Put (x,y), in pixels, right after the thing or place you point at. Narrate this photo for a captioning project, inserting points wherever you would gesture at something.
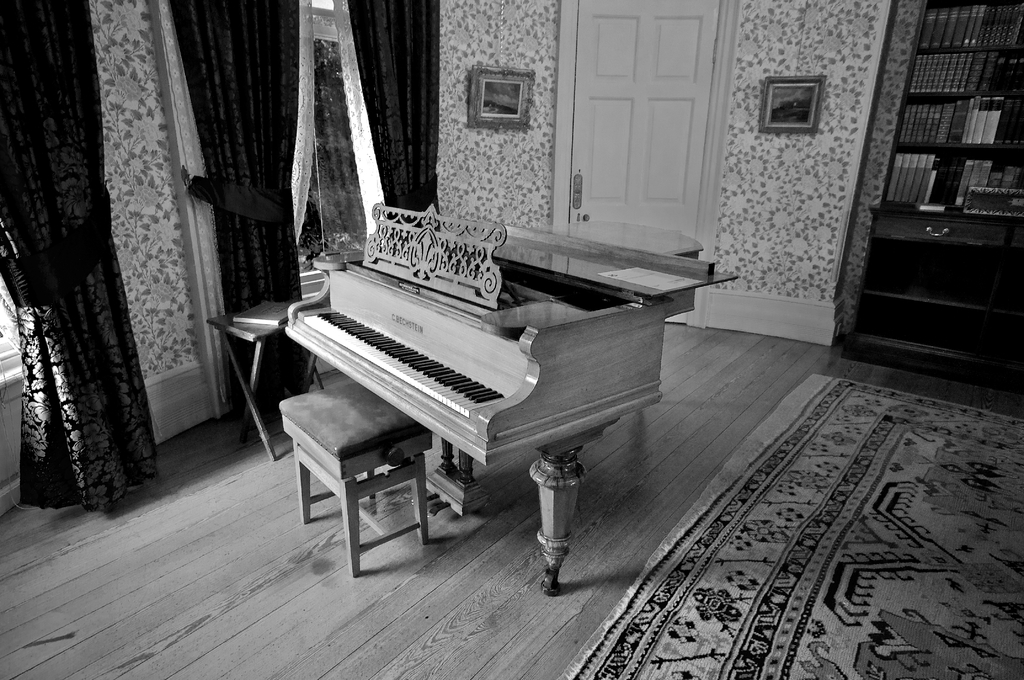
In this image I see a piano (555,586), a stool (352,419) and the curtains (34,60) over here. In the background (596,30) I see the photo frames (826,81) on the wall (806,213), a door (634,11) and a rack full of books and I can also see a carpet (1010,671) over here.
